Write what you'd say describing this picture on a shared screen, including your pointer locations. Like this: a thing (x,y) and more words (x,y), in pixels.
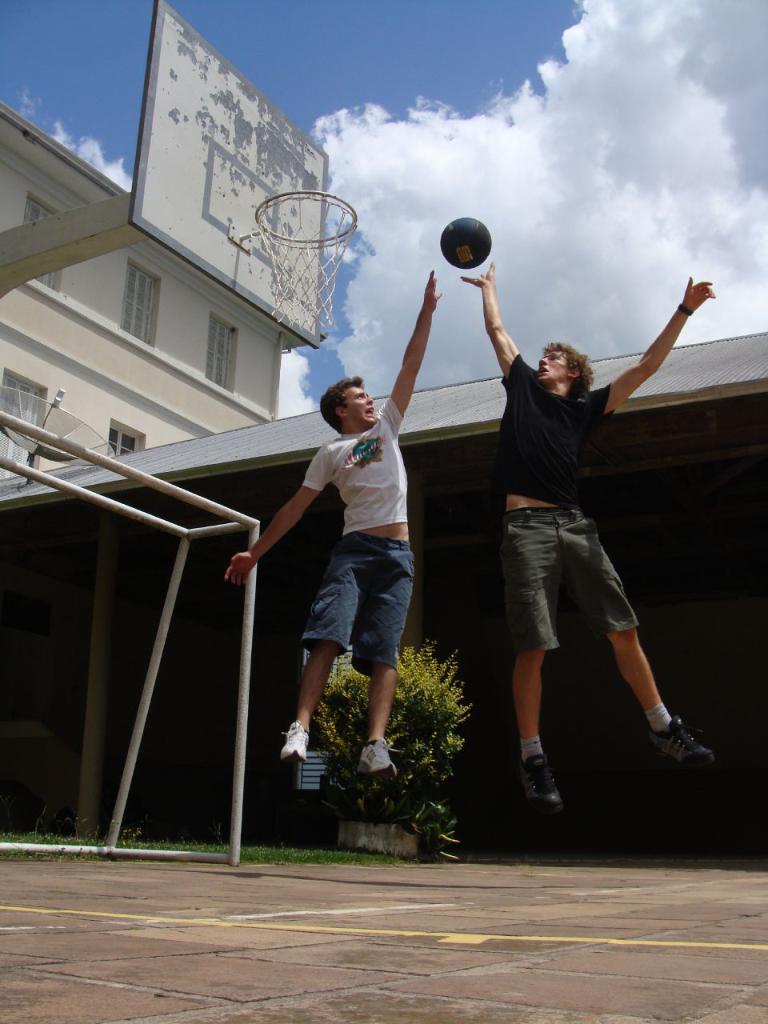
In this image we can see two boys (336,620) are jumping. One boy (567,399) is wearing a black T-shirt (567,471) with shorts (564,568) and shoes (666,745). And the other boy (384,471) is wearing a white T-shirt (388,494), shorts (375,630) and shoes (385,768). At the bottom of the image (306,948), we can see the floor (265,912). In the background (340,761), we can see plant (413,720), poles (38,431), antenna (76,437), basket (295,272) and buildings (436,414). At the top of the image (255,80), we can see the sky (410,108) with some clouds (563,193). We can see a ball (462,246) in the air (442,262).
